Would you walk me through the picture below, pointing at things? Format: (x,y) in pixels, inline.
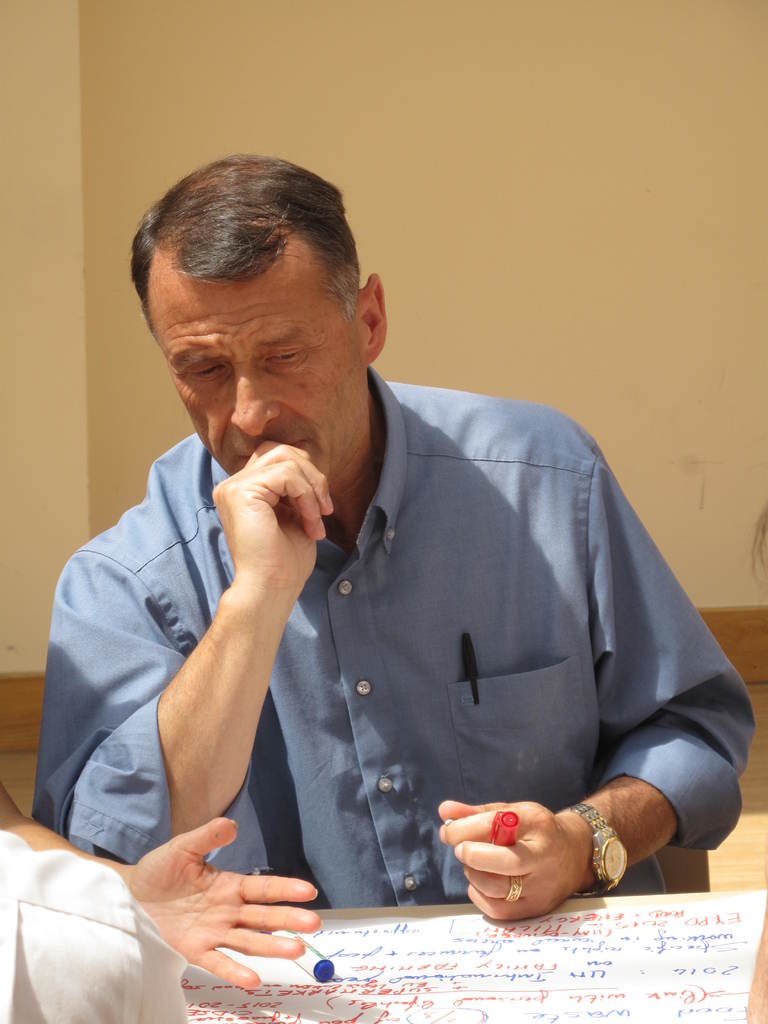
At the bottom of the image (283,961) we can see a table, on the table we can see a paper (199,972) and pen (294,959). In the bottom left corner of the image (188,844) we can see a hand (196,847). Behind the table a person (285,760) is sitting and holding a pen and watching. Behind him we can see a wall (735,501).
